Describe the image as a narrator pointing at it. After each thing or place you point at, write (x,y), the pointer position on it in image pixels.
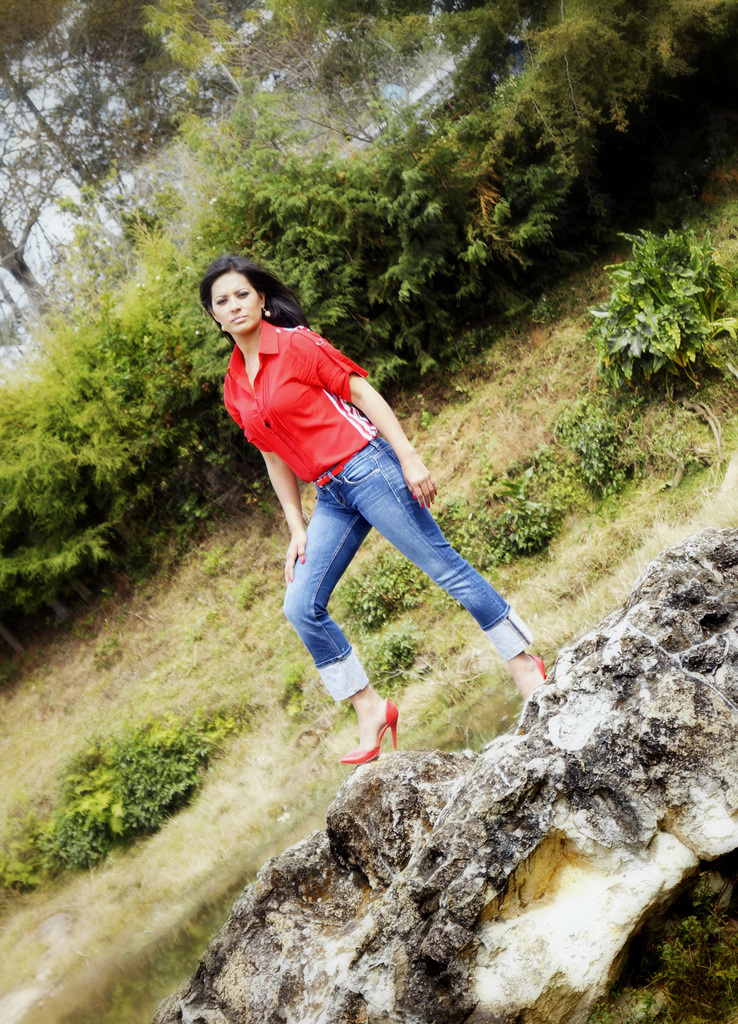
In this image we can see a woman (301,610) is standing on the rock (566,916) and there is water (200,948). In the background (202,829) there are plants (131,819) and grass (102,660) on the ground (370,632), trees (200,180), objects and sky (69,83).
